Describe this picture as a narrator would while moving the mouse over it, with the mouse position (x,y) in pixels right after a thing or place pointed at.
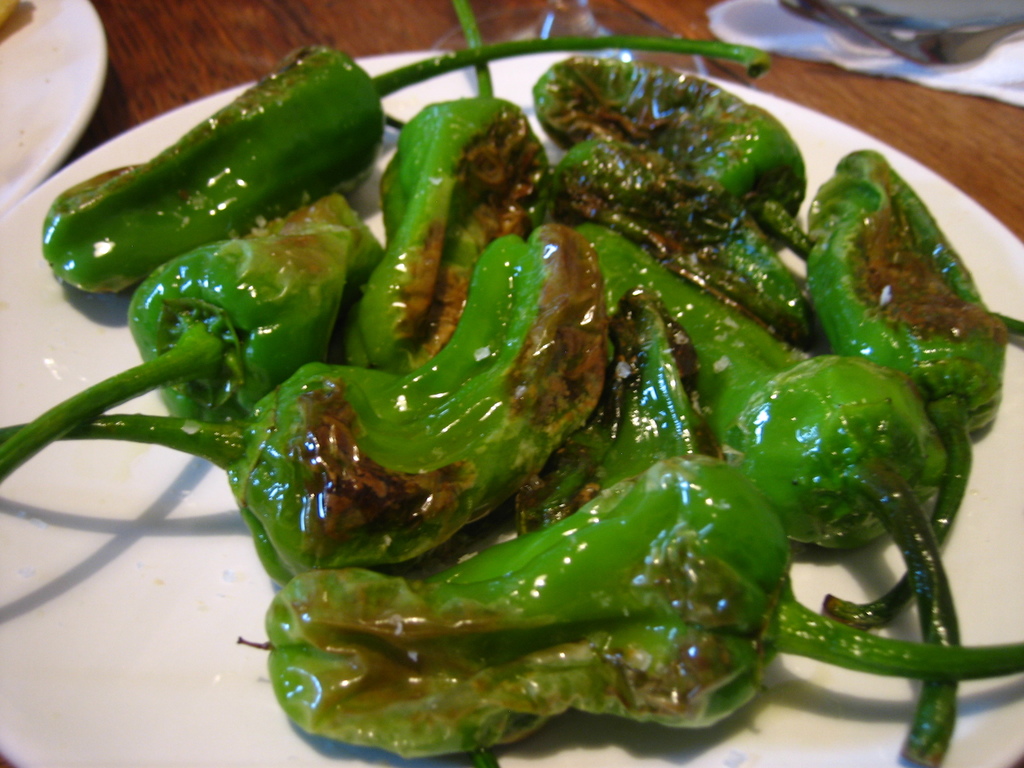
In this image, we can see some food item (438,260) in a plate (150,130). We can see a white colored object (60,6) in the top left corner (80,90). We can also see some objects (868,69) in the top right corner (939,66).
